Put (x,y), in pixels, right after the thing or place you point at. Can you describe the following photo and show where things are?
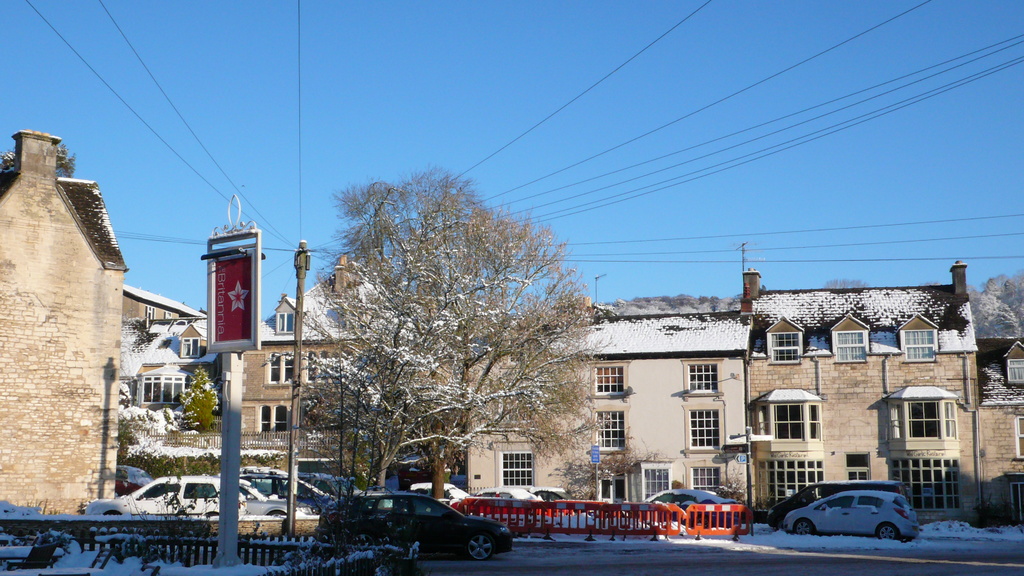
In this picture we see vehicles (379,525) on the road (705,569) covered with snow (512,550). In the background (56,418) we have many houses (670,389), trees (519,262), poles (229,494) and wires (218,192) with snow (588,348) on them.
